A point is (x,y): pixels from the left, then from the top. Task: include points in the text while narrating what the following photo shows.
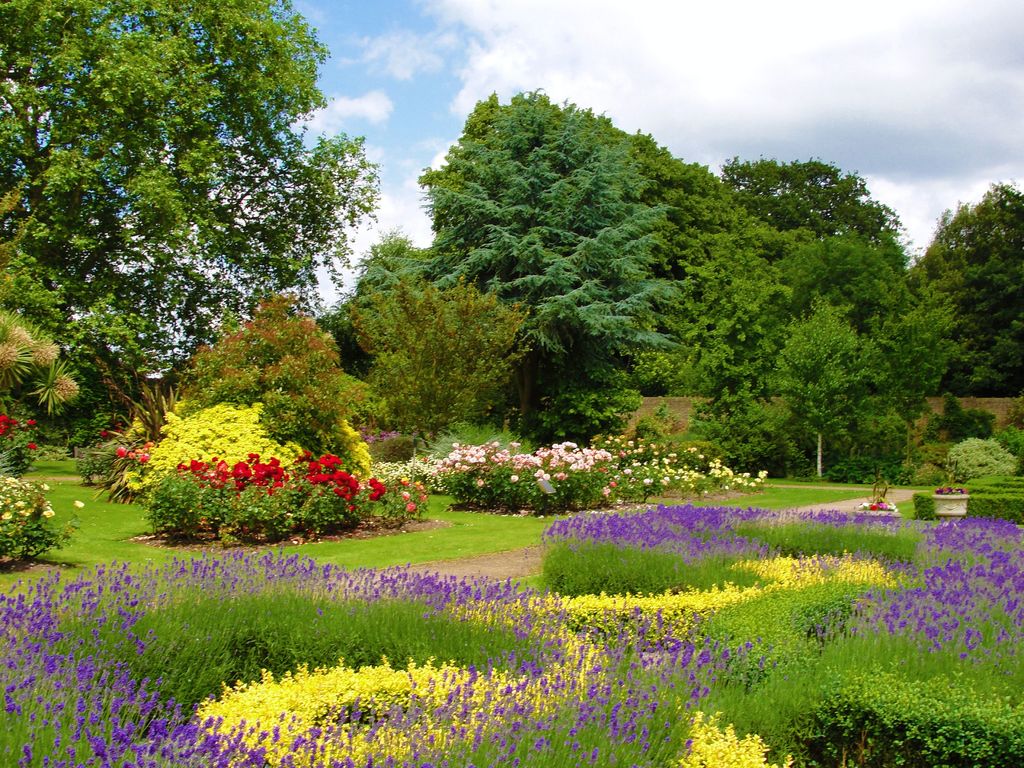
As we can see in the image there is grass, flowers (225,566), plants (240,552), trees (523,241), wall (952,409), sky (780,59) and clouds (708,33).
